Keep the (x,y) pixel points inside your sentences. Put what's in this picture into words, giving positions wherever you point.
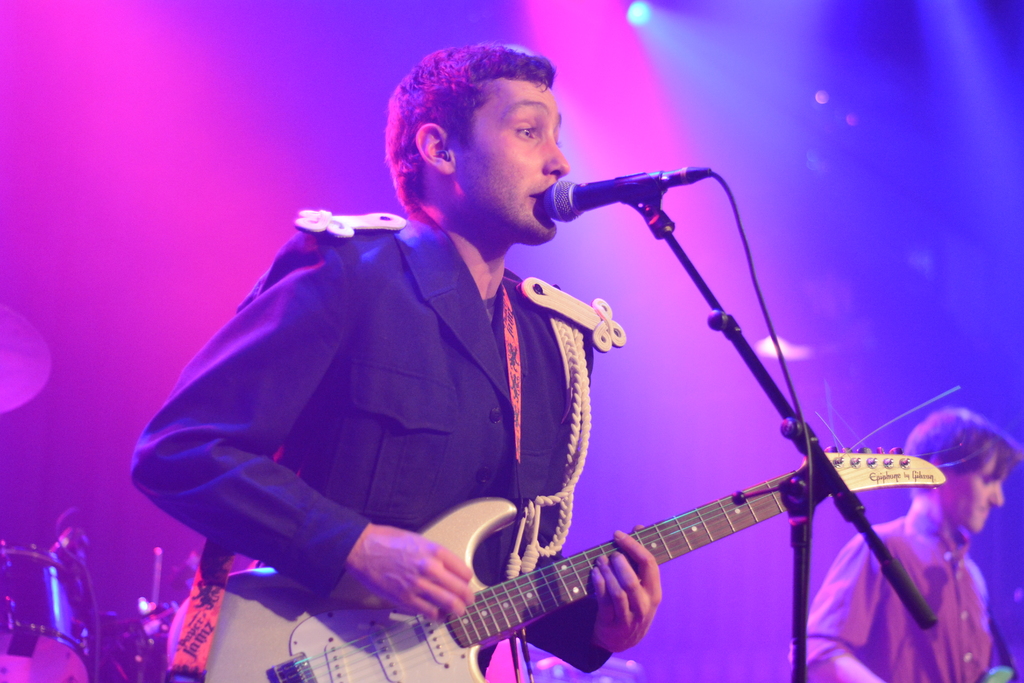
This is the picture of a person (458,426) in black dress (411,466) holding a guitar (459,672) and playing it in front of the mic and beside there is an another person (920,506) behind there is a drum (16,626).
